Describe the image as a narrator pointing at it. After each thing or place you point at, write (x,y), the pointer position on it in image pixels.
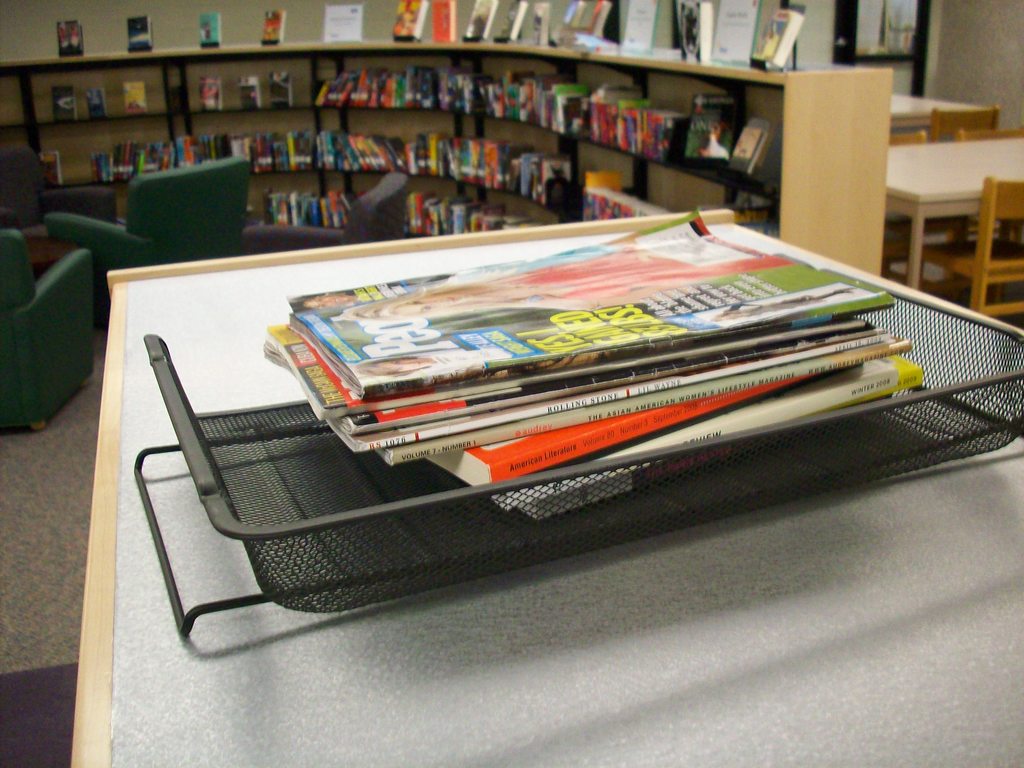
In this picture we can see a table (498,602) in the front (498,615), there is a tray (499,568) present on the table (485,619), we can see some books (532,446) present in the tray (420,575), in the background (548,193) there is a rack (569,149), we can see books (474,140) present on the rack (307,172), on the left side (118,250) there are some chairs (103,229), we can see table (935,182) and chairs (1014,206) on the right side (962,162), in the background (984,41) there is a wall (1011,26).
